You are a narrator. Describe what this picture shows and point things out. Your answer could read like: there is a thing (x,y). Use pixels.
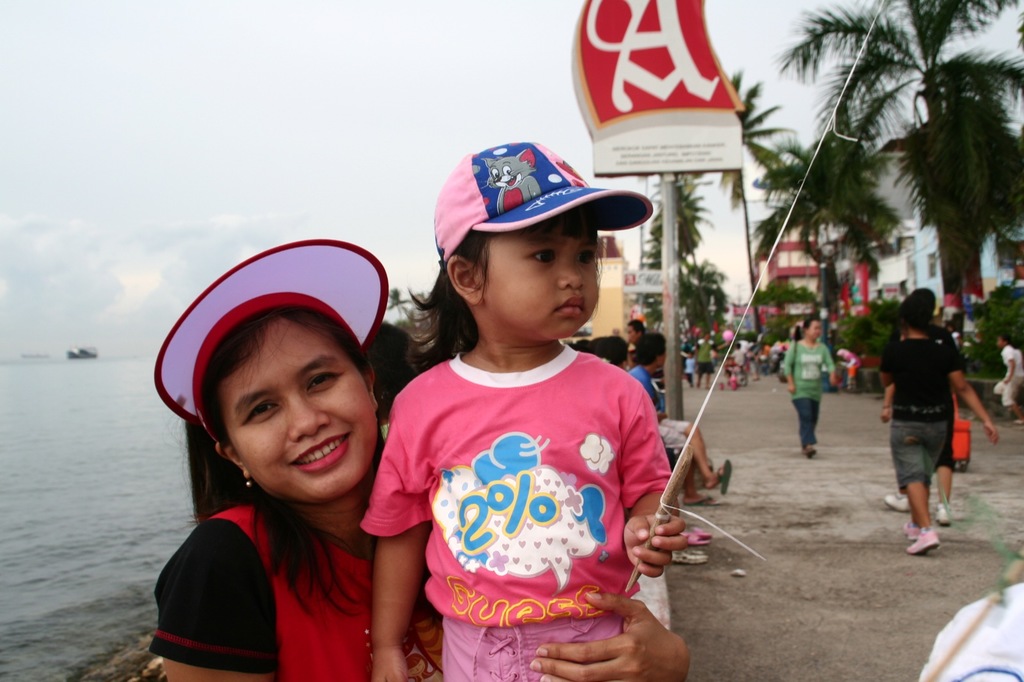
In the foreground of the picture (189,364) I can see a woman (259,305) and she is holding a baby girl (516,485). I can see the cap (366,286) on their head (464,241) and the baby girl (460,282) holding a wooden piece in her hand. I can see a few persons (914,323) walking on the road (750,537) on the right side (922,436). I can see the ocean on the left side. There are buildings (900,170) and trees (996,162) on the top right side (955,177). There are clouds (356,212) in the sky (284,201).
